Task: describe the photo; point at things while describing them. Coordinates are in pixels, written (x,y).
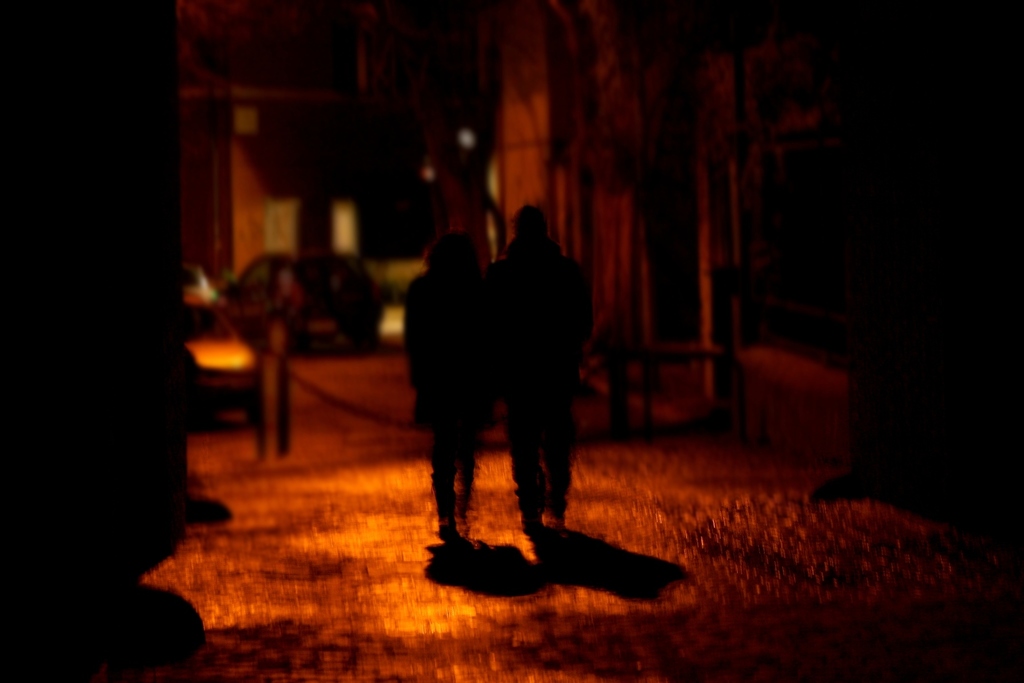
In this image in the center (511,337) there are persons (510,368) walking and in the background (312,276) there are cars (264,300), there are buildings (281,183).
